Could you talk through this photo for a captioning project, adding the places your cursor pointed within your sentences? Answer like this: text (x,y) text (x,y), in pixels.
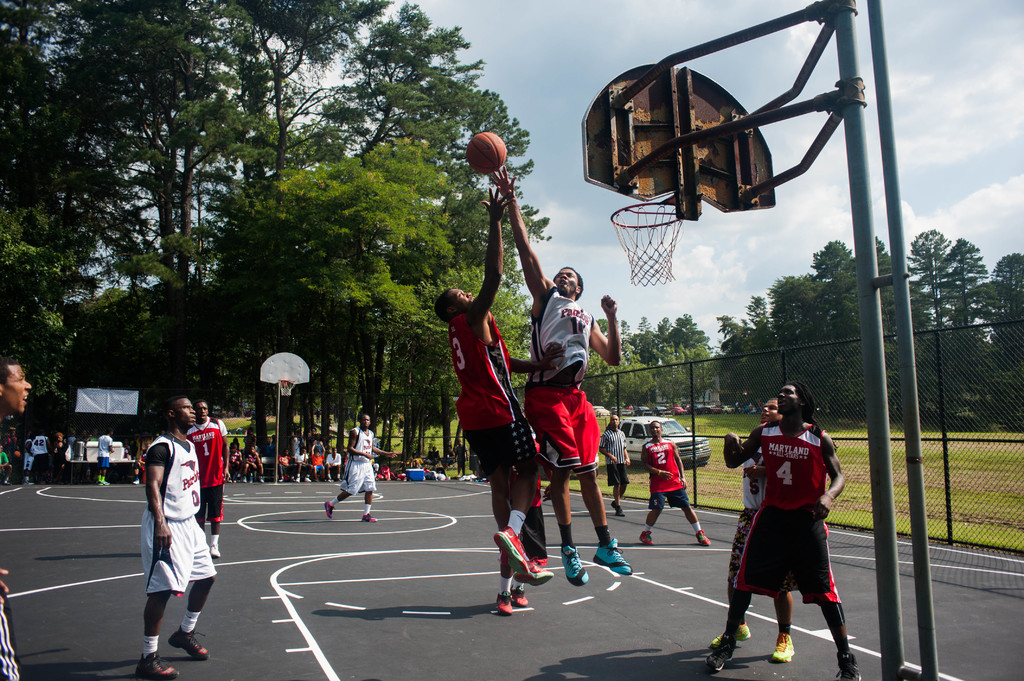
In this image it seems like there are few players (524,417) who are playing the basket ball. On the right side (859,297) there is a goal post (716,183). In the background (267,442) there are few people (298,450) sitting and watching the game. On the right side (834,366) there is a fence (889,373). Behind the fence (835,353) there is a car (662,420) in the ground (709,424). In the background (276,176) there are trees (219,154).
